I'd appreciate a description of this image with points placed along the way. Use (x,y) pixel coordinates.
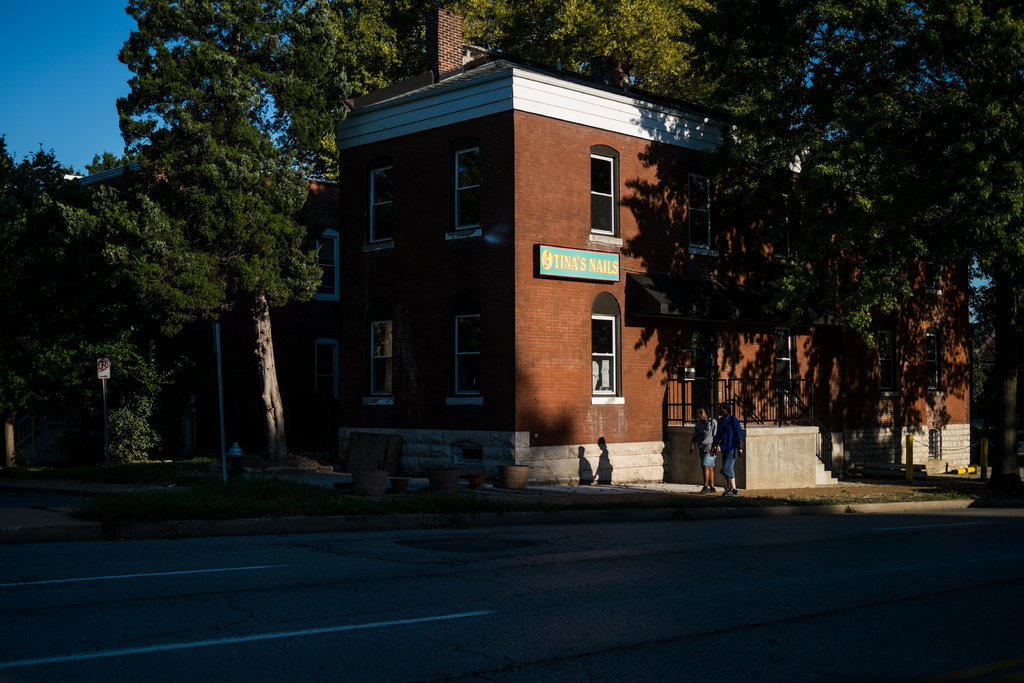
In the middle of the picture (590,281) there are trees (797,195), building (552,318), people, plants (87,368) and other objects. At the top left corner (67,77) it is sky (52,75). At the bottom (417,622) we can see white lines (323,630) and other objects (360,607).
